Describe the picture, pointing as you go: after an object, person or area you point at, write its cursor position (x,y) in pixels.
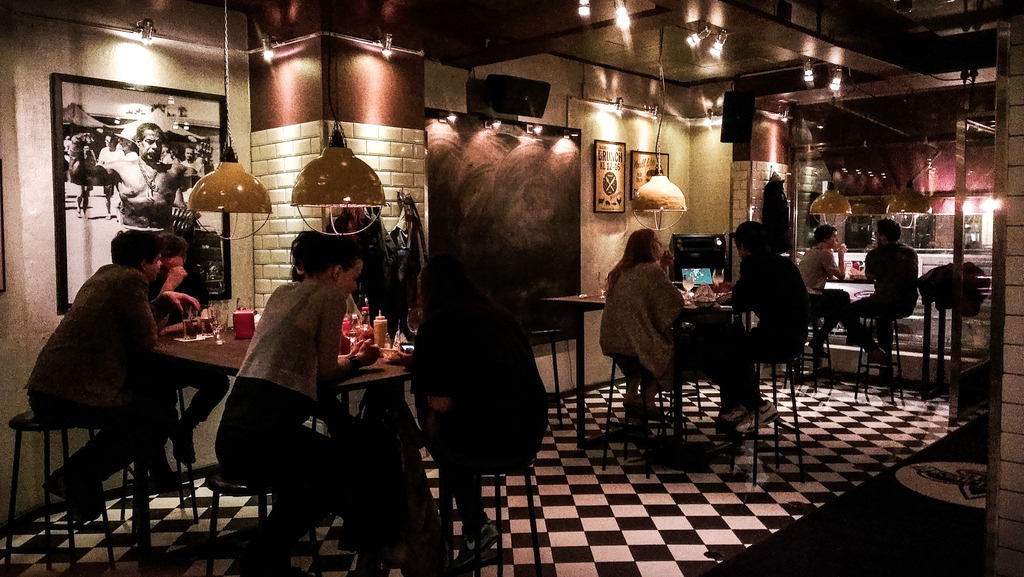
In this image there are people (142,447) sitting on the stools (883,332) at the tables (245,352). On the tables (361,370) there are glasses (220,319), plates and bowls (697,301). Above the tables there are lamps (362,175) hanging to the ceiling (697,63). Behind the people (108,293) there is a wall (391,178). There are picture frames (172,157) hanging on the wall (591,164). There are lights (712,43) to the ceiling (682,10).
